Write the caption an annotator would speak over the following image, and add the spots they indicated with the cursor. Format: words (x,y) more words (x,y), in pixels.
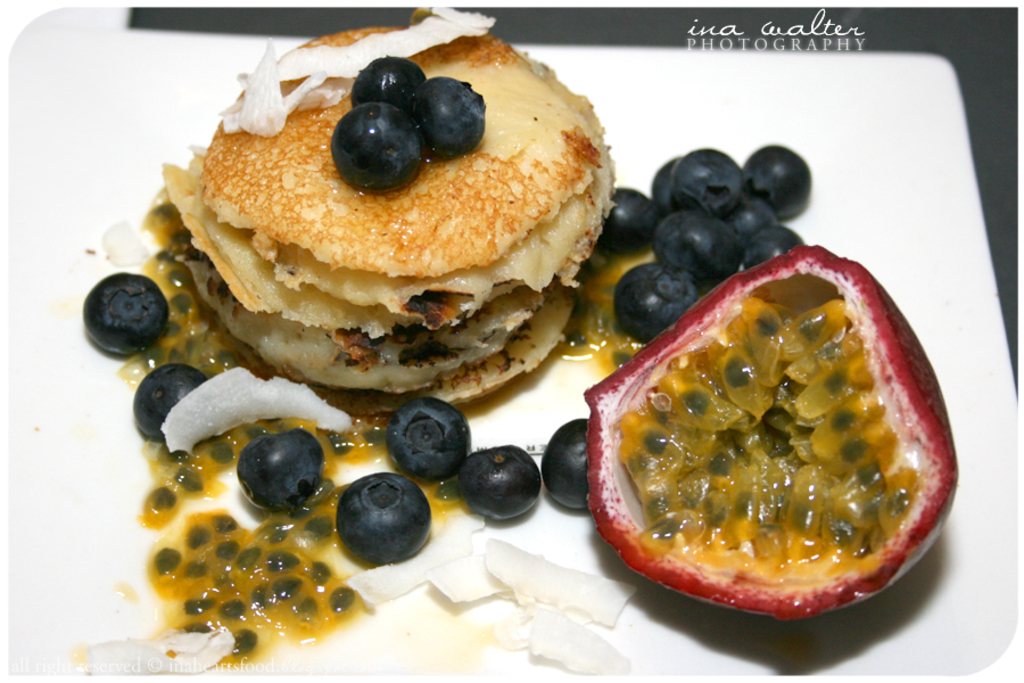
Here in this picture we can see some blueberries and passion fruit (729,411) and a baked item (405,238) present on a plate (55,70) over there.
